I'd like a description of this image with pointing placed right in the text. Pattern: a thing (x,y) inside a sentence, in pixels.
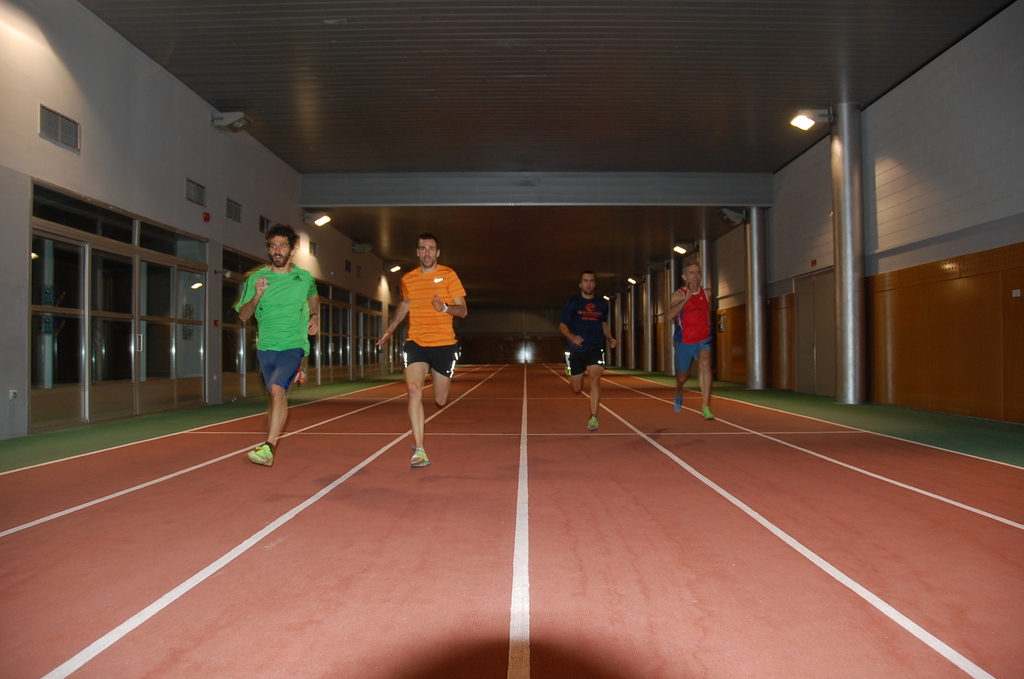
In the center of the picture (427,250) there are four people (272,341) running on the track (605,513). In the foreground (496,649) there is a shadow (493,672). On the right (1019,409) there are wall (933,232), pole (842,156) and lights (831,114). On the left (228,162) there are doors (139,336), glass windows (160,285), wall (109,162), ventilators (49,111) and lights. In the background (499,341) it is wall (515,325).
